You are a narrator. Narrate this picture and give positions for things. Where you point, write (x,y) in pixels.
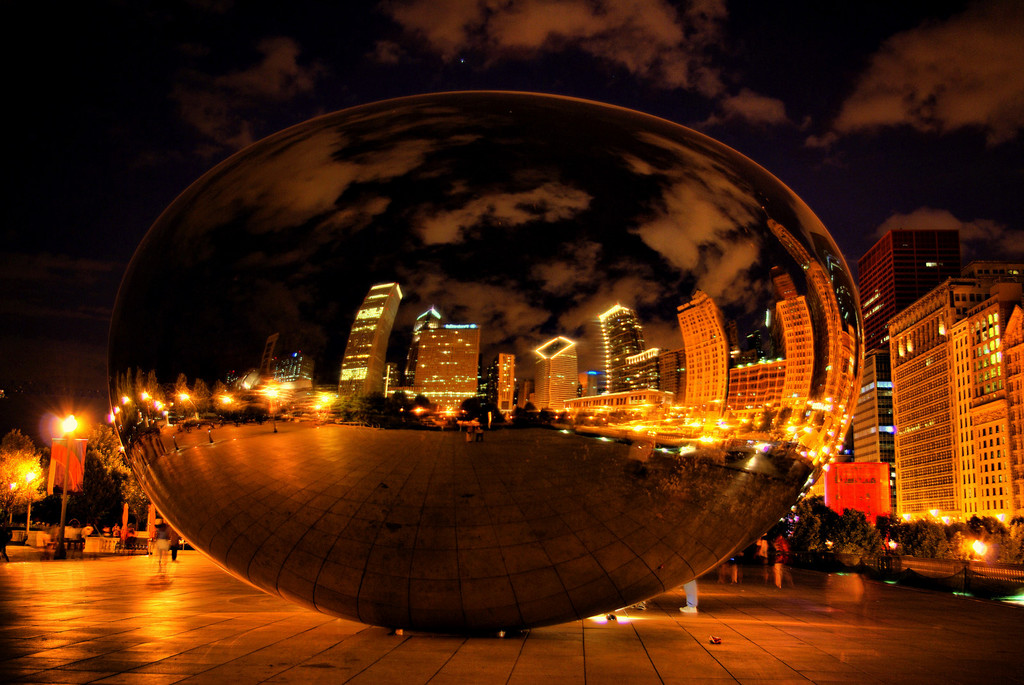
This picture is clicked outside. In the center (669,232) there is an object (645,222) seems to be the sculpture (491,444), on the surface (174,414) of the object (174,384) we can see the reflection (488,324) of the sky (528,234) and the reflection (308,422) of buildings (440,356), lights (795,509) and some other objects (668,483). In the background (899,540) we can see the trees (903,554), group of persons (165,543), sky (44,195), lights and buildings (899,269) and we can see the sky (651,30) with some clouds (959,40).
